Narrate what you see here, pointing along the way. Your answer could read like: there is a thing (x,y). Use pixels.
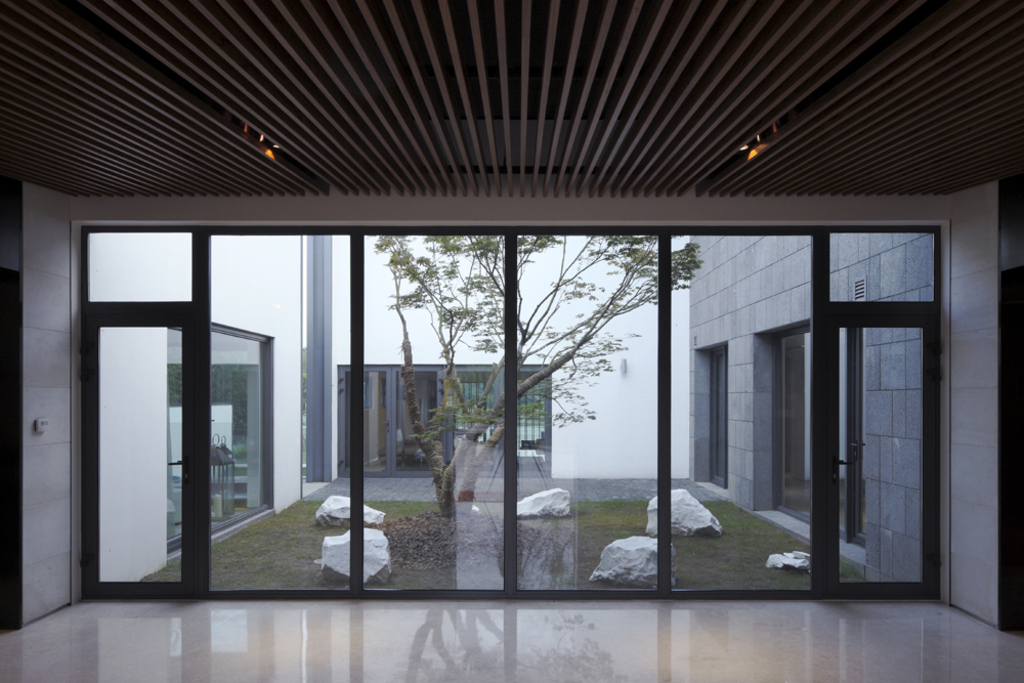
In this image we can see ceiling (86,132), lights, floor (520,638), glasses (652,420), and doors (129,344). Through the glasses (463,353) we can see trees (467,447), grass (262,570), and white color objects (704,525).
